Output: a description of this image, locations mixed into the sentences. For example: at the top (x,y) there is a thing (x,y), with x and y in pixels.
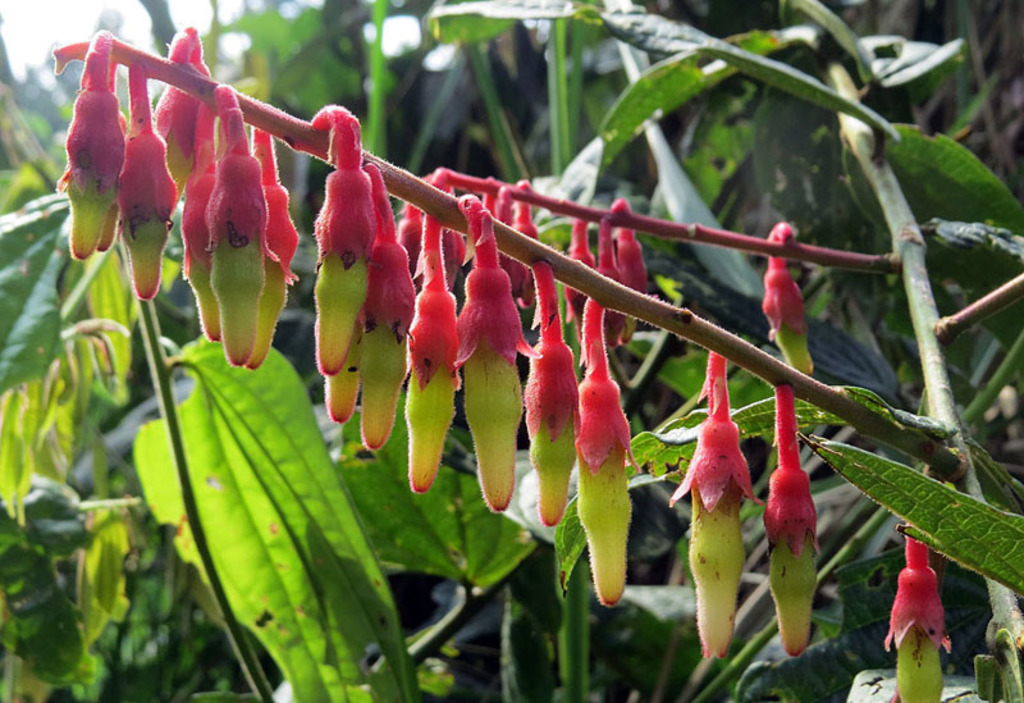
In this picture, we can see some plants (462,305), and some flower buds (509,308).
